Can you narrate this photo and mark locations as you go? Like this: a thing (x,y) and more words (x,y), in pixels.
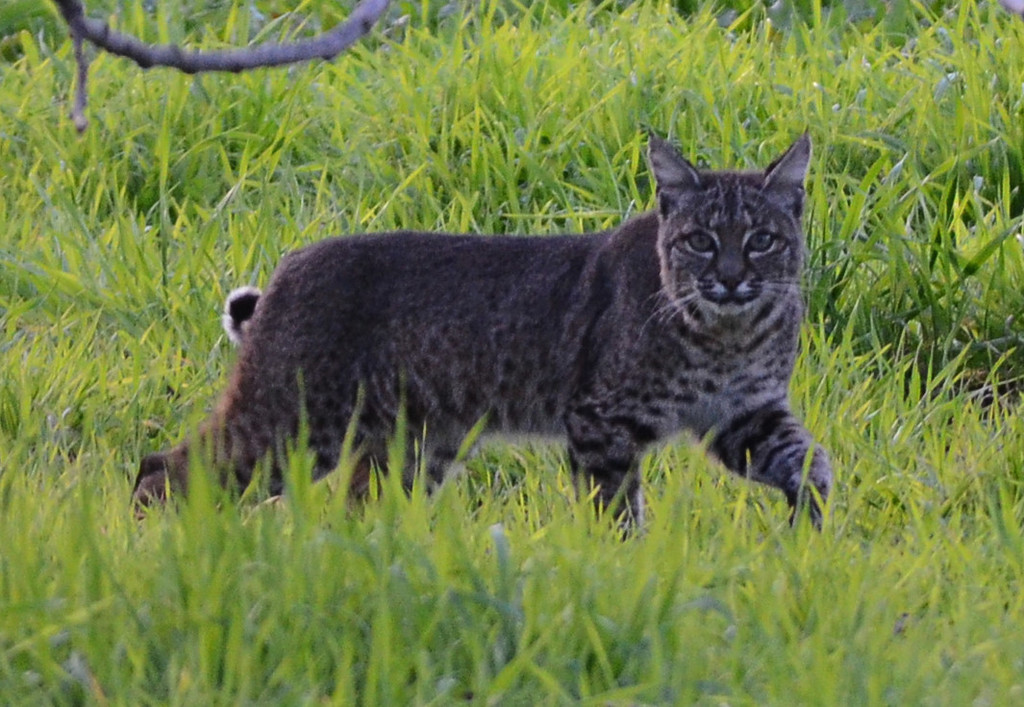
In this picture we can see a cat (681,301) in the middle (682,266), at the bottom (690,553) there is grass (167,393).
